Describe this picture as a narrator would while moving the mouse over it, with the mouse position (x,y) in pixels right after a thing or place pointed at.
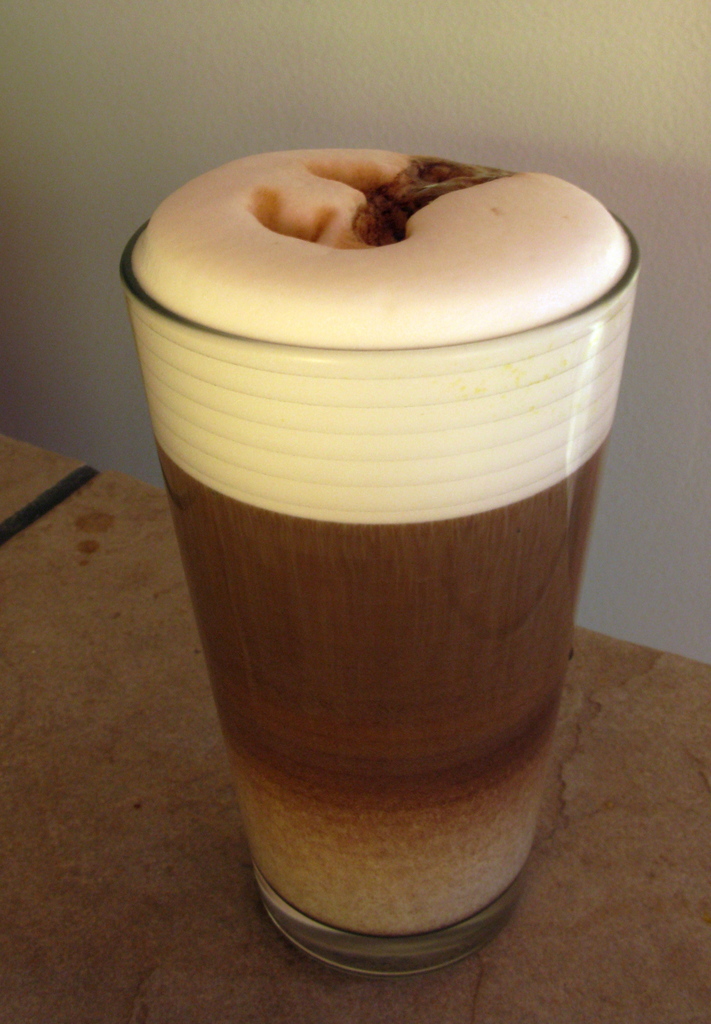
In this image we can see a glass (519,494) with liquid (485,491) which is on a platform (700,918). In the background (318,103) there is a wall (607,488).
